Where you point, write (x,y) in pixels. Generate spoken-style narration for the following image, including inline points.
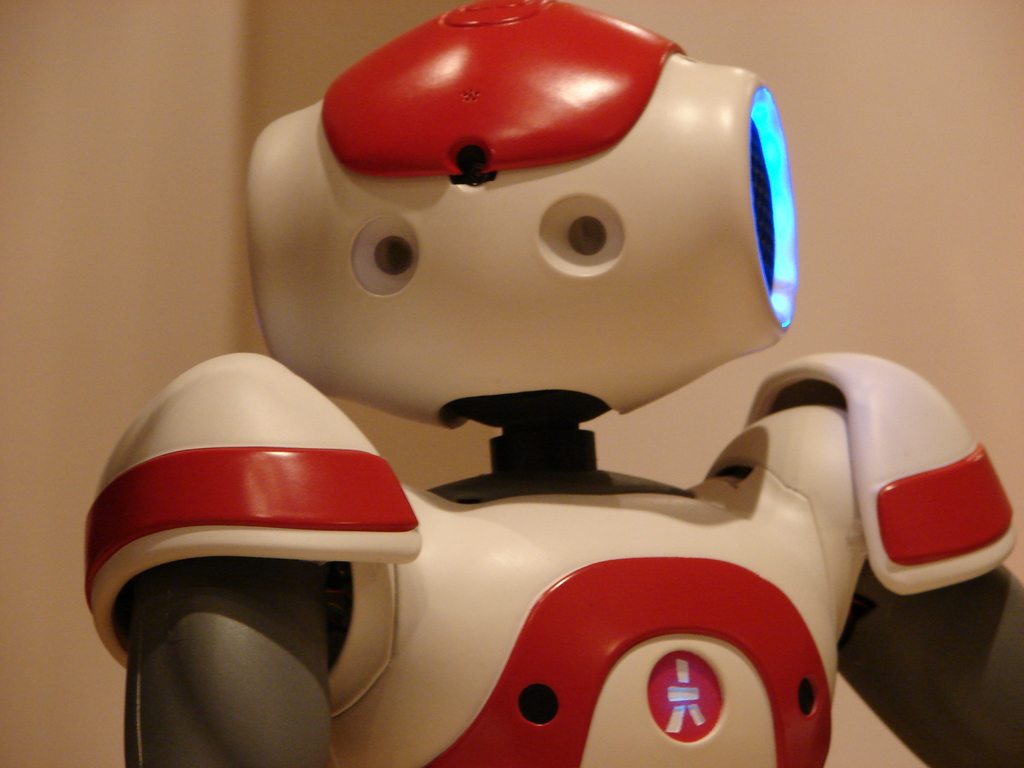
In this image we can see a toy robot (561,528).
